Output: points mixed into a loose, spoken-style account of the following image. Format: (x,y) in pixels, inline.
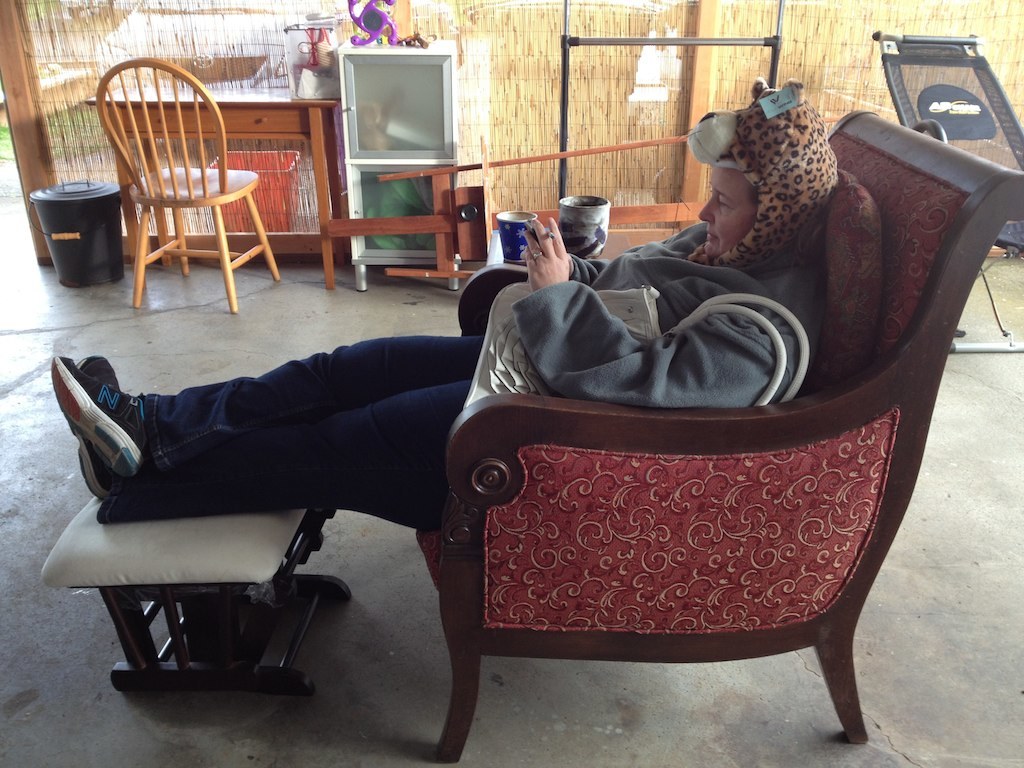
In the picture I can see woman (368,376) is sitting on the chair (817,393) and keeping legs (182,477) on the table (225,587) and she is holding object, side of the chair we can see cups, we can see chair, table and few objects (69,197).
